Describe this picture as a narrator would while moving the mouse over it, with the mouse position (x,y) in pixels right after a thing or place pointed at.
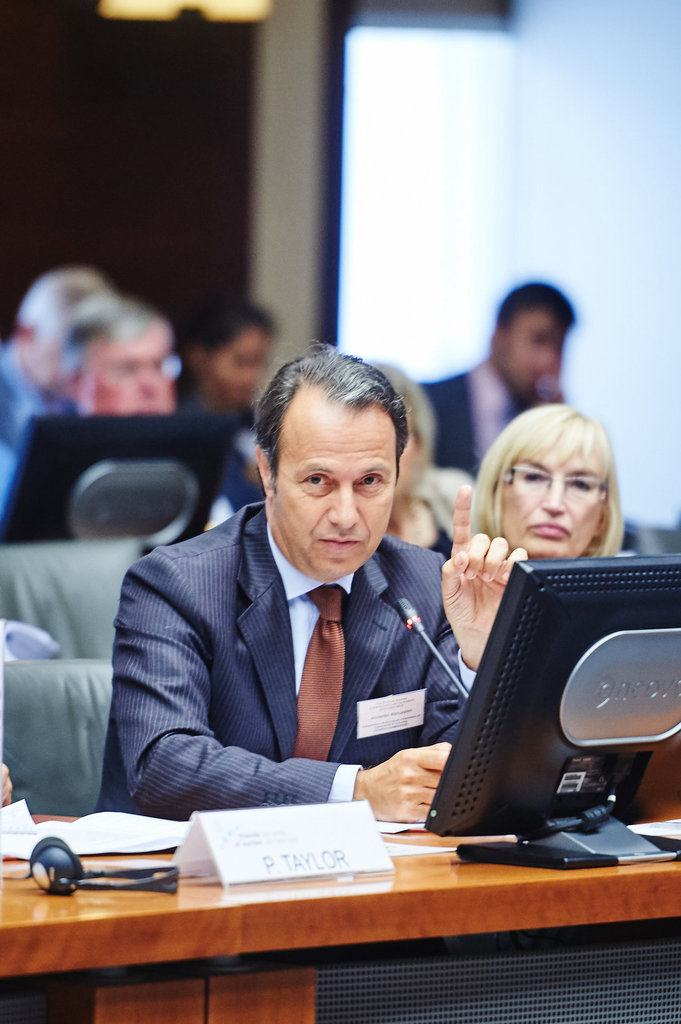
In this image we can see some people (274,510) sitting on the chairs (100,712) in front of the table (492,885) and on the wooden table (322,900) we can see the name board (231,847), papers (118,850), monitors (187,480). We can also see the mike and the background (106,11) is blurred. On the left (66,865) there are headphones (82,884).
